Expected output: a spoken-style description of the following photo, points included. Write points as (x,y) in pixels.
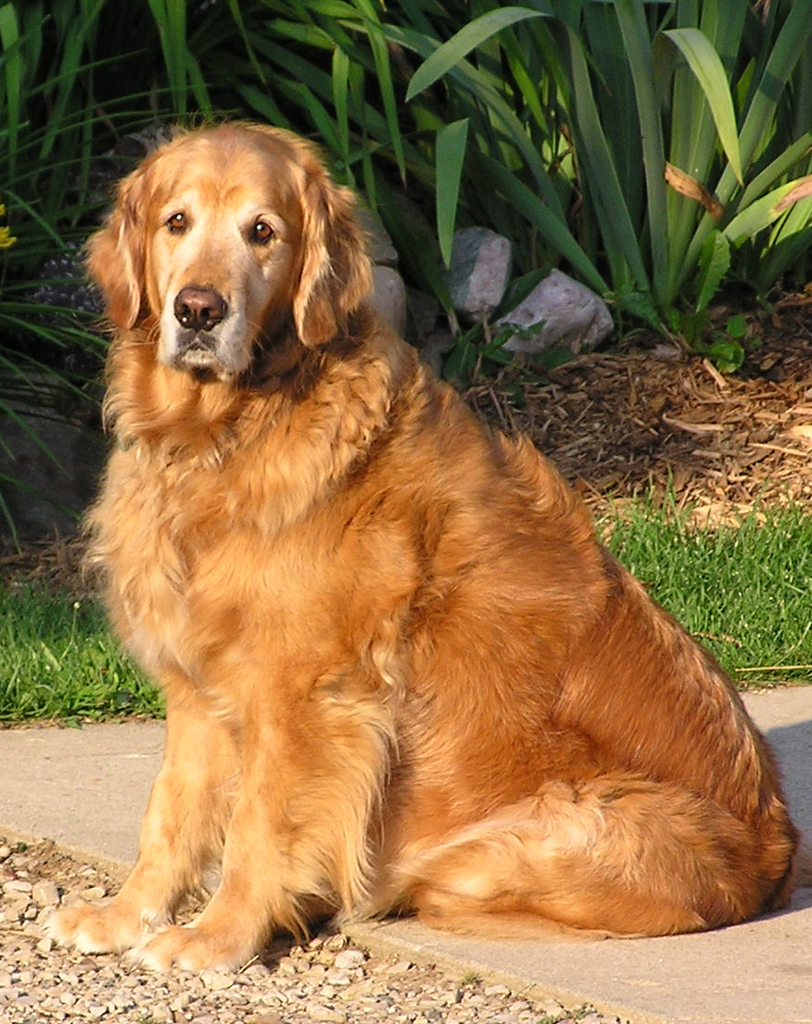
In this image we can see a dog (362,593). There are few plants (406,130) in the image. There is a grassy land (762,618) in the image. There are few rocks (569,305) in the image.
